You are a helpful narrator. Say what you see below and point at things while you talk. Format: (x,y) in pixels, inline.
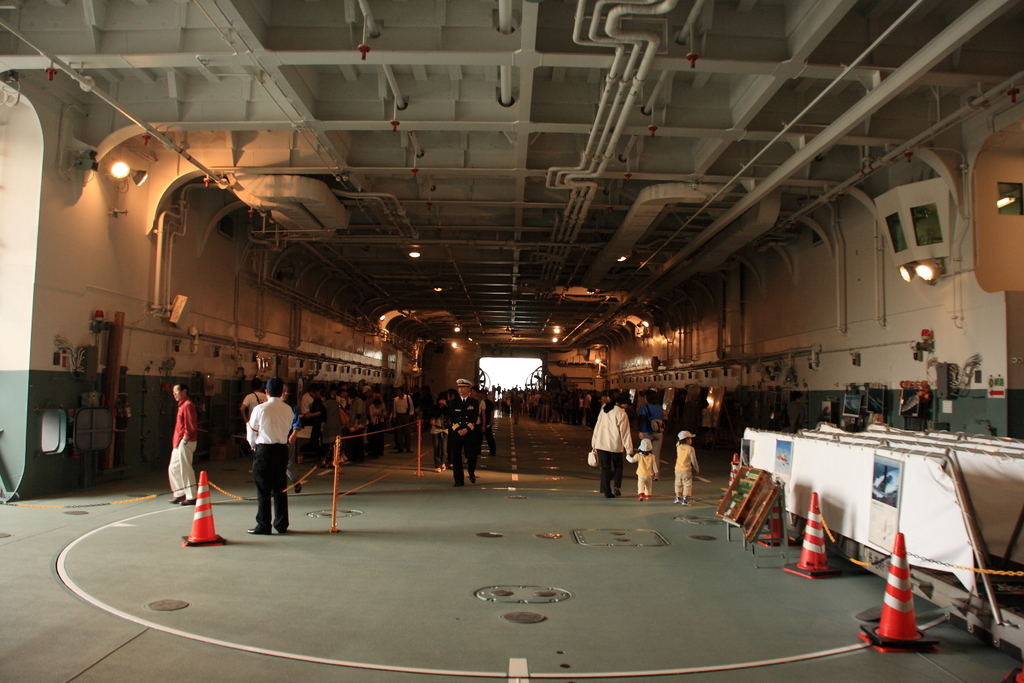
In this image, we can see persons (659,417) standing and wearing clothes (621,436). There are divider cones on the ground (423,555). There are lights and pipes (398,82) on the ceiling (342,91).
